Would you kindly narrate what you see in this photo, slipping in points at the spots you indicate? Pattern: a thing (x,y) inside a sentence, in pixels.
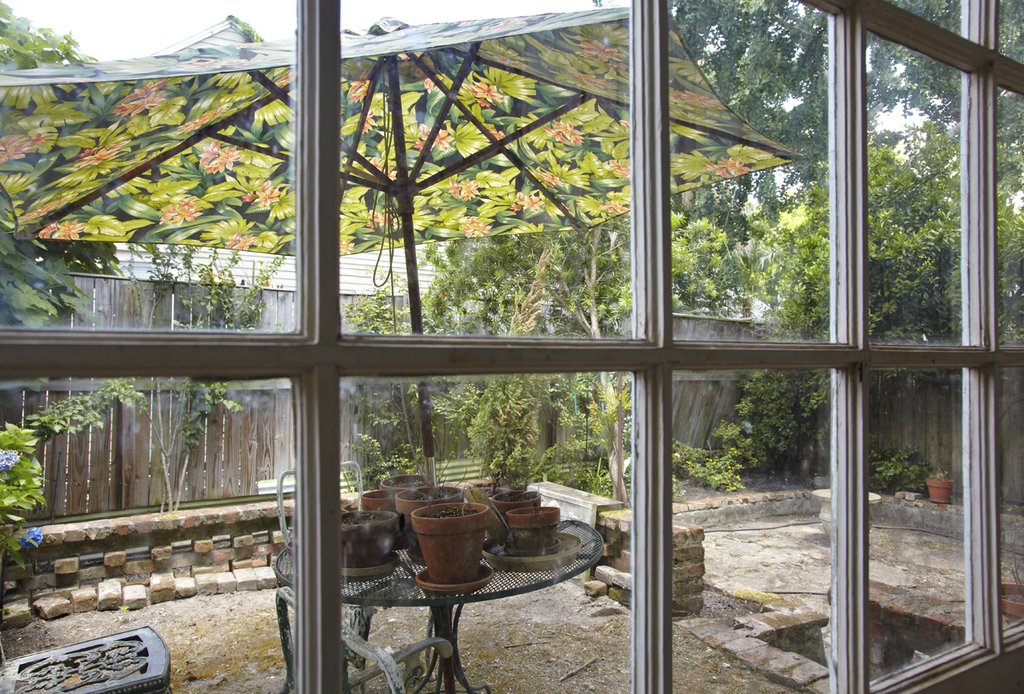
In this picture, it seems like windows (603,381) in the foreground area of the image (485,534), there are plant pots (451,533) on a table (360,600), an umbrella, bricks (215,549), wooden wall (284,430), trees (902,240) and the sky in the background (827,173).
